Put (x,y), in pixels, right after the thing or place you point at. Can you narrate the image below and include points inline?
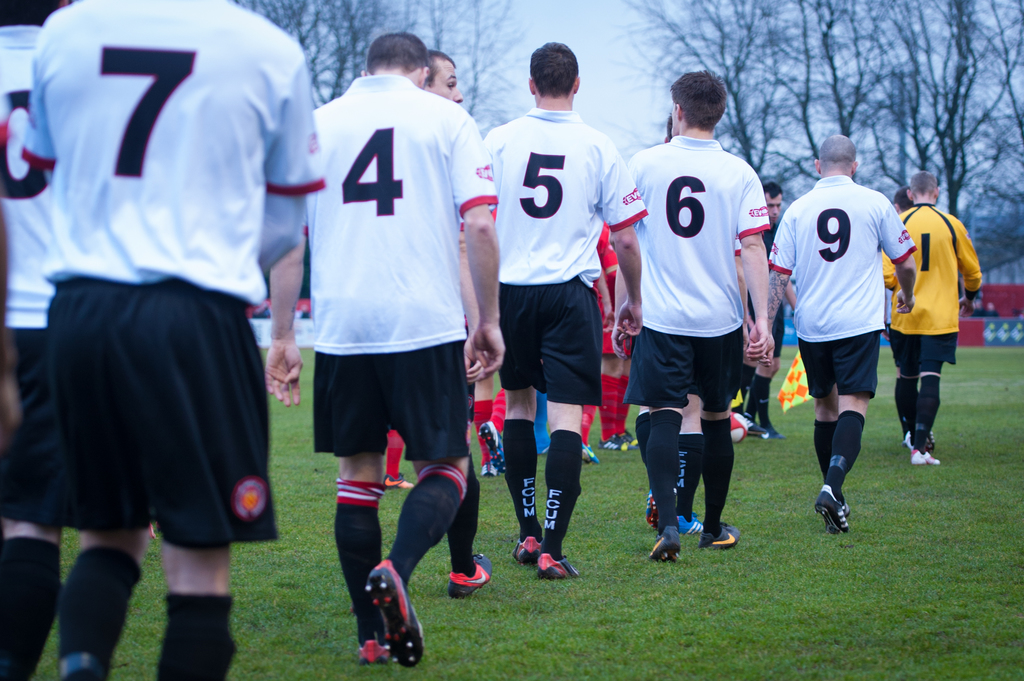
There are many people (272,263) walking. On the ground (627,602) there is grass (799,502). They have numbers (535,165) on the t shirts (816,238). In the background (609,86) there are trees (770,21) and sky (674,12).
